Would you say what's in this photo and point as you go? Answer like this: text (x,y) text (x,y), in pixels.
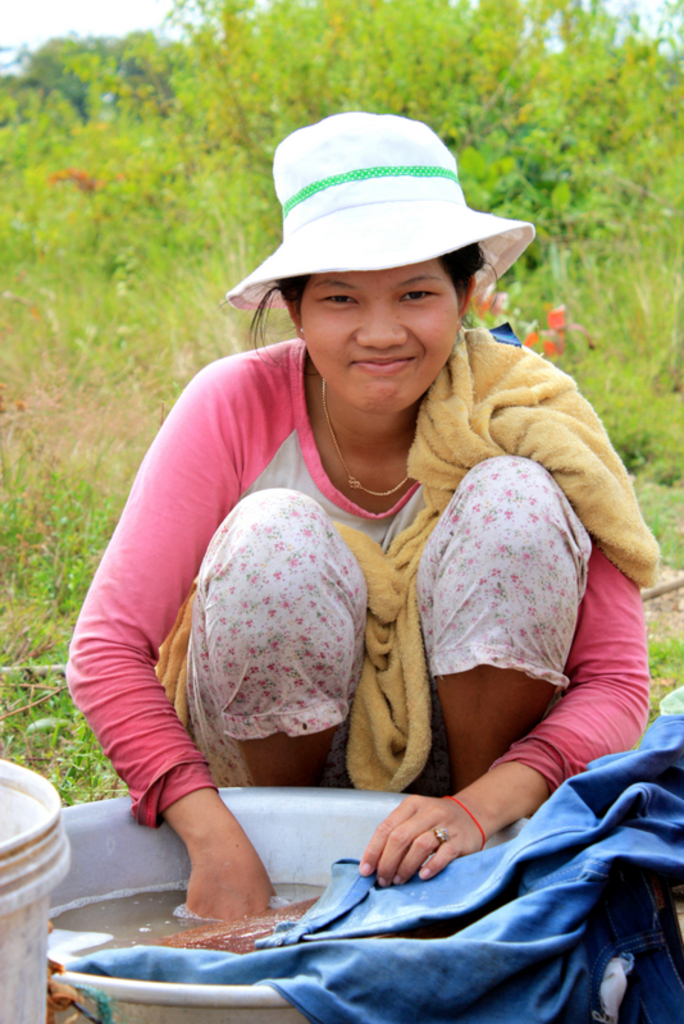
In this image we can see a lady (365,434) sitting. She is wearing a hat (373,251), before her there is a tub (315,964) and we can see water (145,930) in the tub (120,928). There are clothes (547,806). On the left (24,846) there is a bucket (8,1017). In the background (129,160) there are trees (404,110).
